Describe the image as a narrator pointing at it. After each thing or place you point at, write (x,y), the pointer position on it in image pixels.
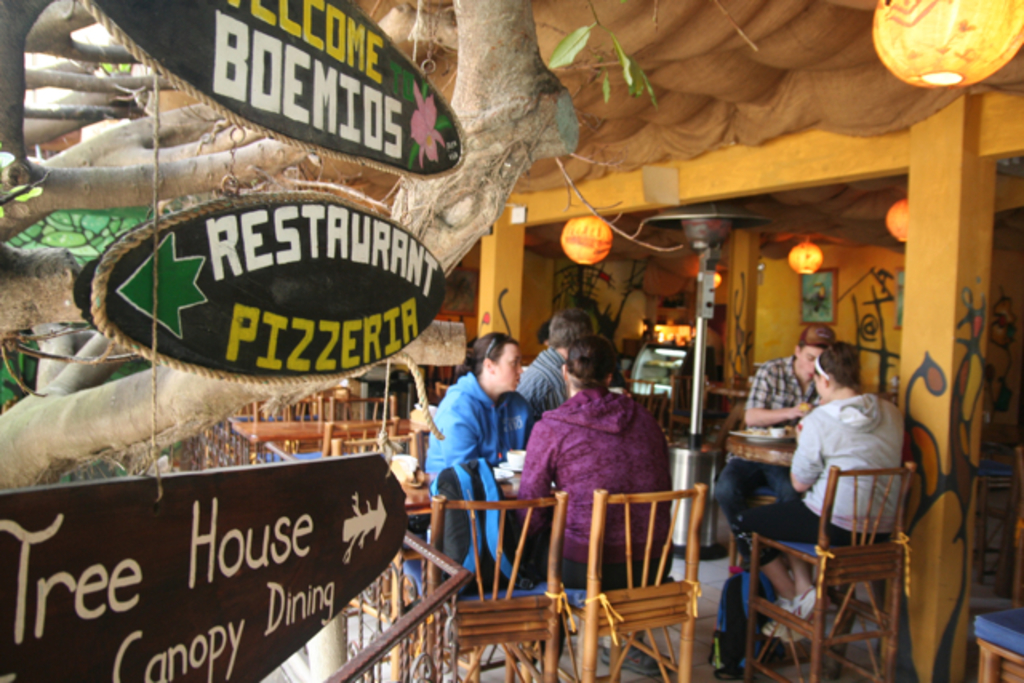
It seems to be the image is inside of restaurant (769,436). In the image there are group of people (549,470) sitting on chairs (600,561) in front of a table (513,479), on table (754,450) we can see a coffee cup (518,456), tray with some food (791,434). On left side (169,481) there is a hoarding (158,520) on which it is labelled as tree house. On right (950,385) there are some pillars (939,373), wall (859,317), photo frames (824,298). On top (698,70) there is a roof (676,85).
